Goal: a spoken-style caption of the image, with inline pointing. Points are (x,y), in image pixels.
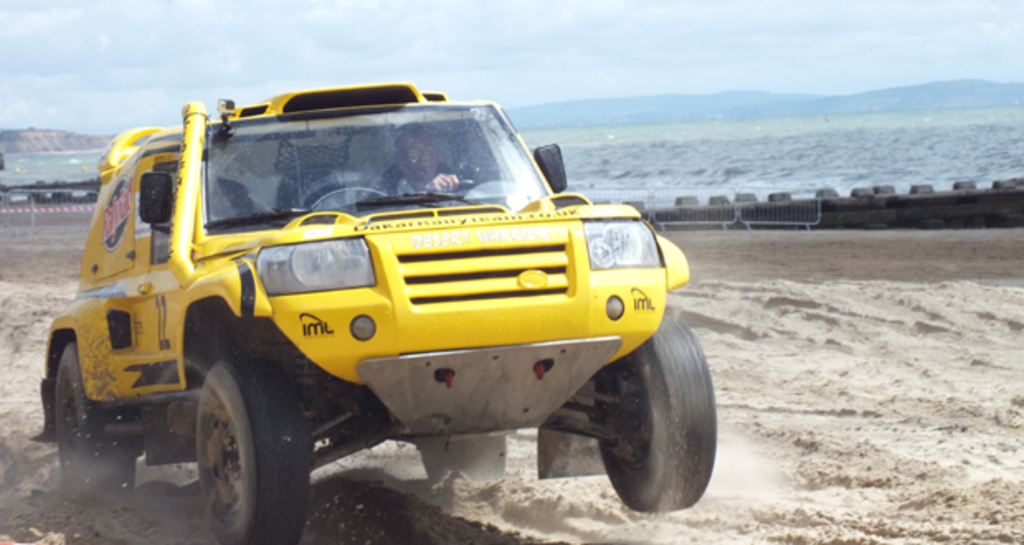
In this image we can see a yellow color car (204,309) in which a person (410,137) is sitting is moving on the sand (868,399). In the background (0,184), we can see the barrier gates (769,210), the wall (960,212), water (795,184), hills (839,96) and the sky (179,108) with clouds (115,27).
